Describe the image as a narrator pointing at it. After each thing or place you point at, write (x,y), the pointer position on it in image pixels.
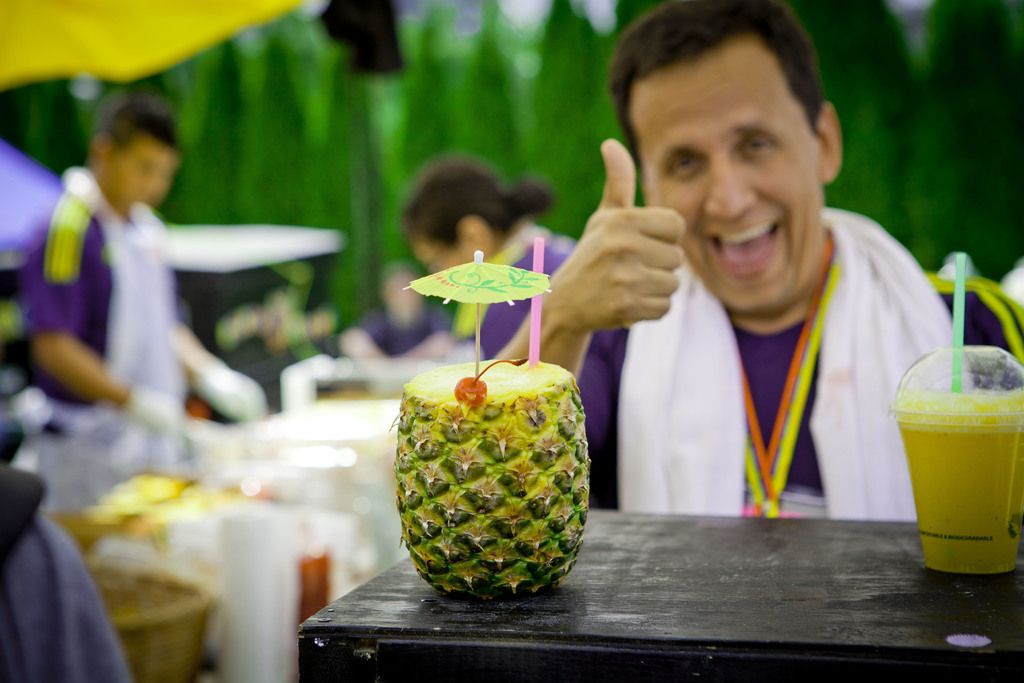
In this image there is a man (755,354) in the middle (617,341) who kept his thumb (607,209) up. In front of him there is a table (735,534) on which there are juices (920,482). In the background (152,273) there are two chefs (96,290) who are working. In the middle (475,427) there is a juice (496,377) in the pineapple shaped cup (488,442).
